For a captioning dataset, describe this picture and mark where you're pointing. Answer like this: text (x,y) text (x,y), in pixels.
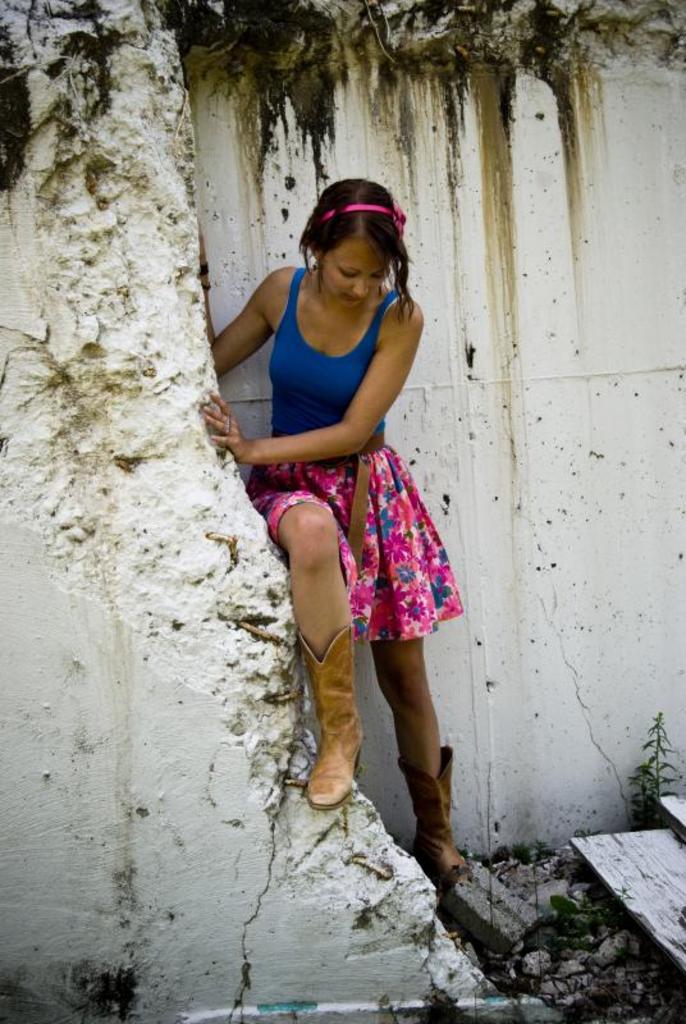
In this picture we can see a girl (372,634) in the front (408,652), at the bottom (575,959) there are some stones (599,975), on the right side (656,786) we can see a plant (646,823), there is a wall (635,766) in the background (358,139).
